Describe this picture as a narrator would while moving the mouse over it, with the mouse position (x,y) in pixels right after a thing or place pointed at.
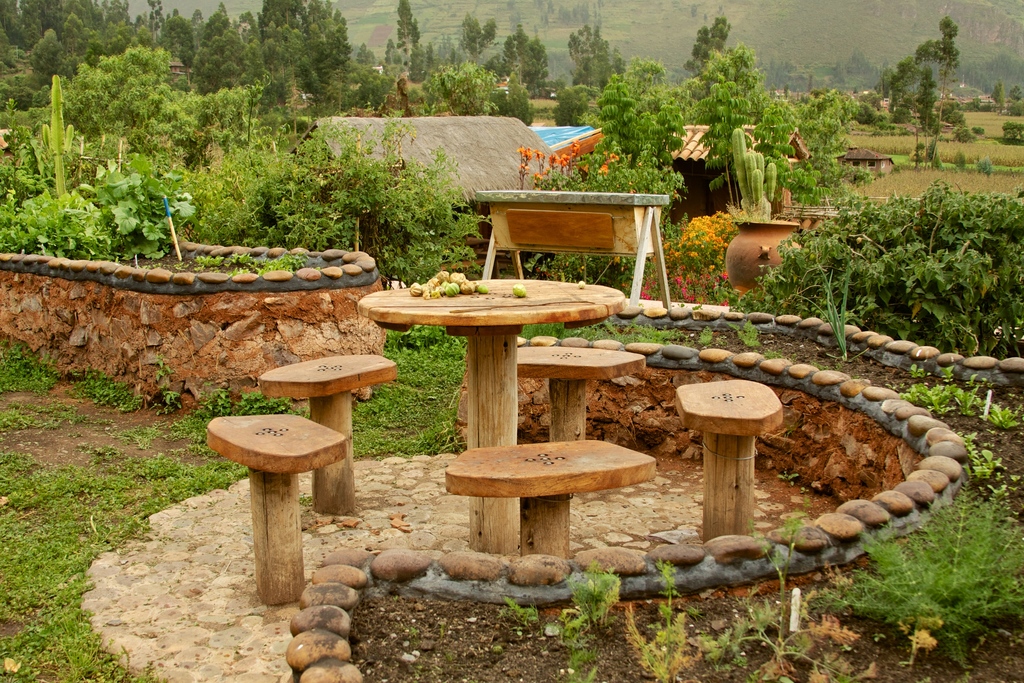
In the foreground of this image (600,439), there are wooden stools (279,434) and a table (482,349). Around which, there are plants (589,618), trees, stone (875,495) and the land (41,479). In the background (487,167), there are few huts (493,169), trees (720,74) and the slope ground (822,28).
